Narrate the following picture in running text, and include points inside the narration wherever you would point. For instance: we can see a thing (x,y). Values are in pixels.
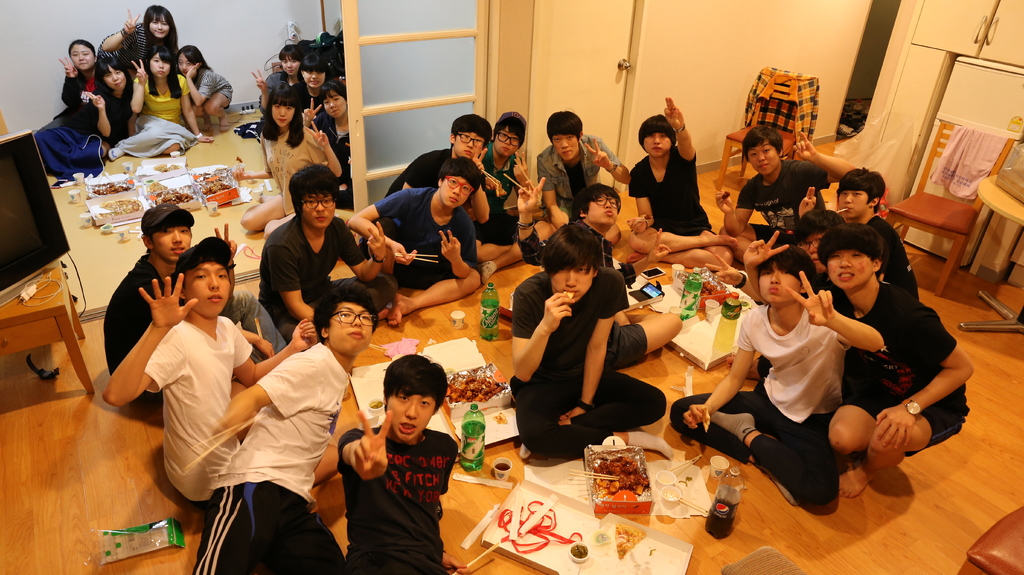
In this picture there are many people (791,341) sitting on the floor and eating some food (612,485). There are many people (151,311) in this room (284,326). There are women (299,160) and men (240,355). In the background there is a bag (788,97) and a wall (737,48) here.
